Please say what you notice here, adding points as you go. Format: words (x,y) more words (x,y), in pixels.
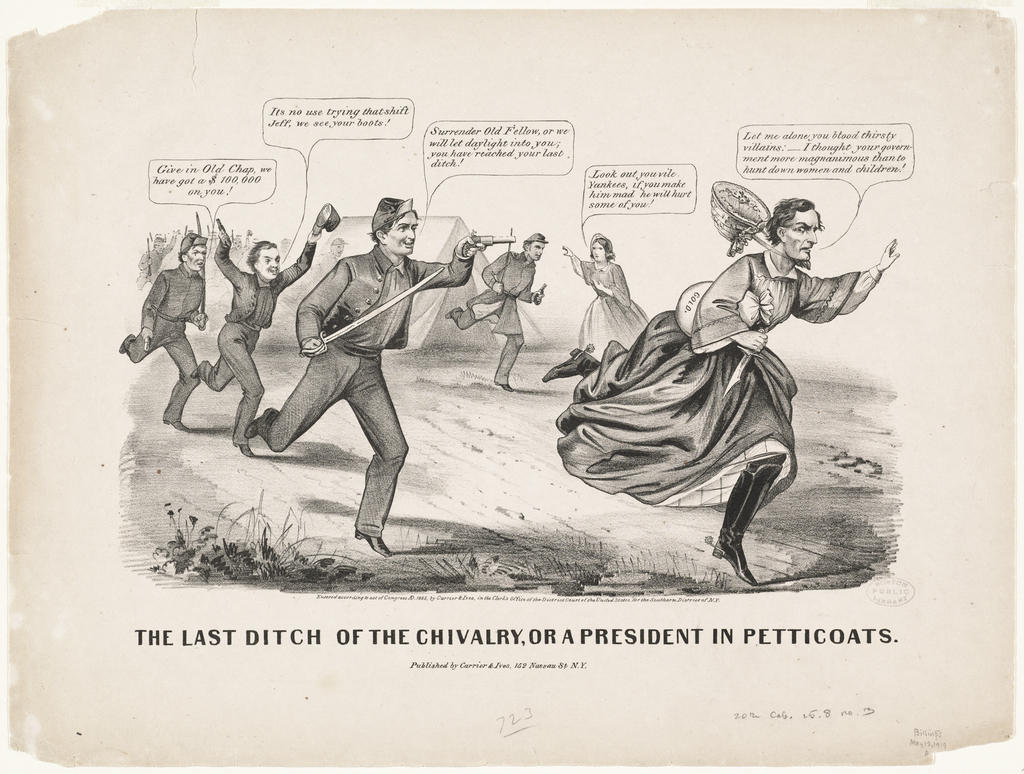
This is a black and white image. In this image I can see a painting (438,381) of few people (401,311) and some text (227,191) on a white paper (70,263). These people (320,354) are holding some objects (303,347) in the hands (303,347) and running towards the right side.
